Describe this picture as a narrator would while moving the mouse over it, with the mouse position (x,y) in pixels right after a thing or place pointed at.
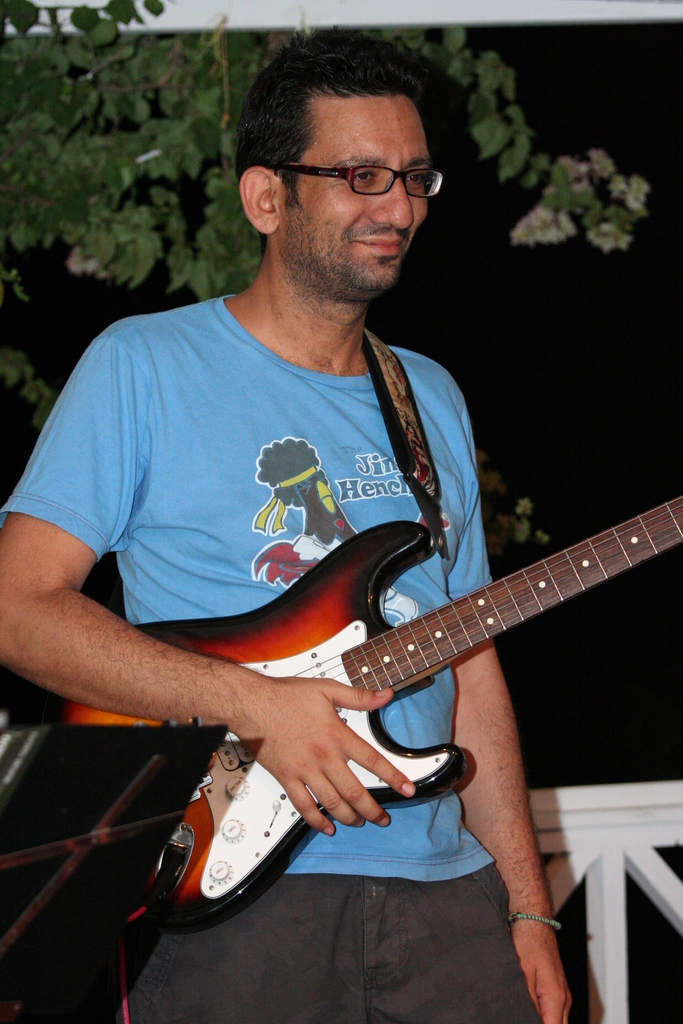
The person (301,482) wearing blue shirt (342,483) is holding a guitar (460,634) in his hands (323,701) and there is a tree (171,112) in the background (162,87).
